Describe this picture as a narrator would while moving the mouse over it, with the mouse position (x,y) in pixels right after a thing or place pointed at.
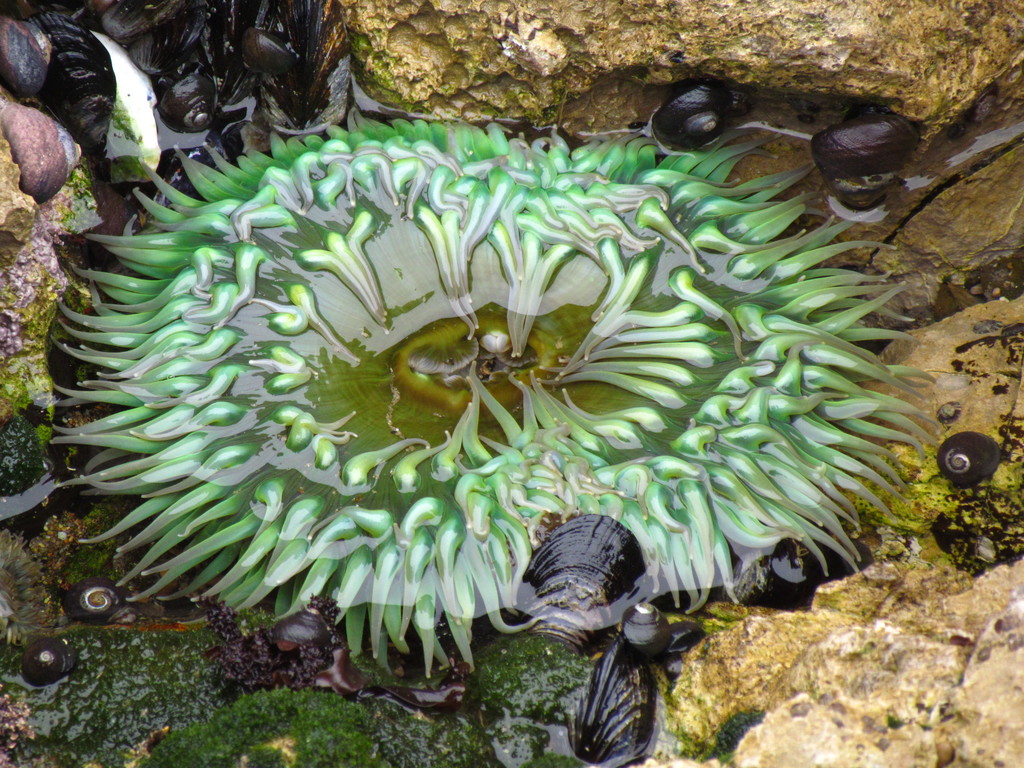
In this image, we can see a sea anemone (292,456) and some snails (193,107). We can also see some algae (317,671). We can see some water (796,223) and rocks (971,565).
